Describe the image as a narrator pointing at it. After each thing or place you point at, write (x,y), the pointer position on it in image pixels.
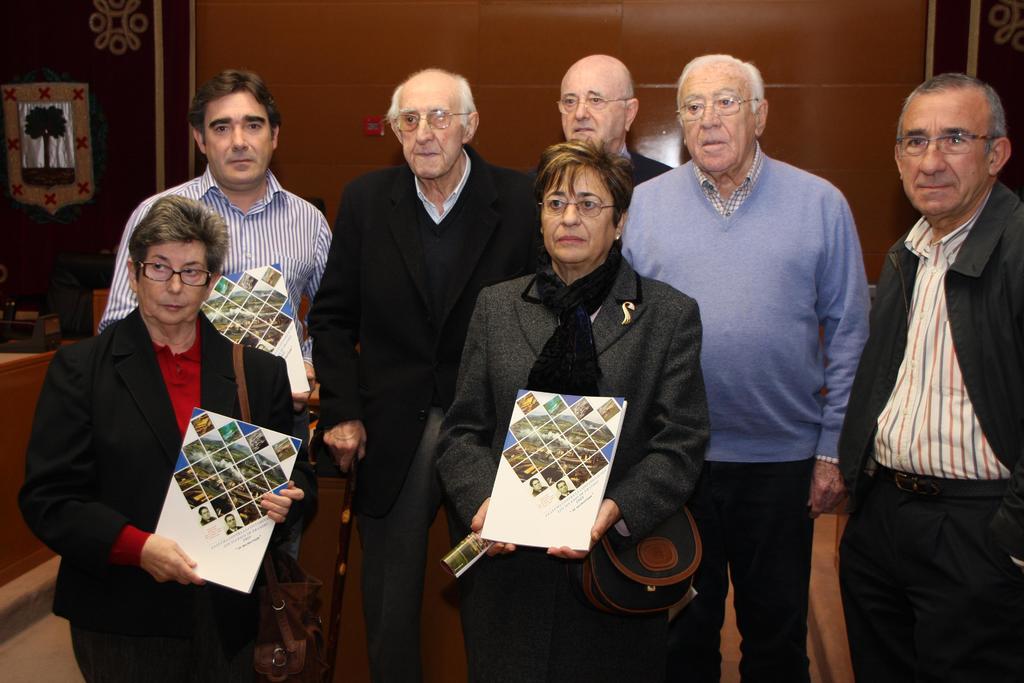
In this image there are two women (553,281) standing, there are five men (492,283) standing, the women (533,356) are wearing a bag (629,577), the persons (636,303) are holding an object (248,504), there is a wooden object (17,359) towards the left of the image (33,329), at the background of the image (895,67) there is a wall (600,44), there is an object (80,127) on the wall (654,78), there is a painting (62,113) on the wall (828,44).
